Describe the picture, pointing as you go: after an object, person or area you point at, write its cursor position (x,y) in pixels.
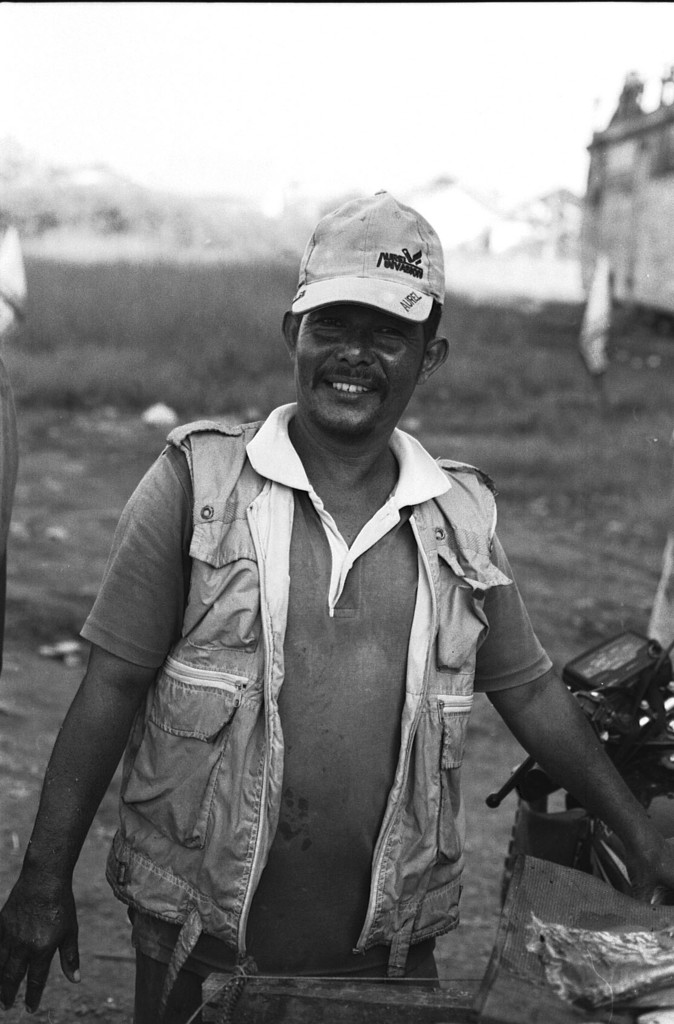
In this image there is a person (295,489) wearing a cap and standing beside a motor vehicle (576,846), there is a building (614,292), grass (241,270).
